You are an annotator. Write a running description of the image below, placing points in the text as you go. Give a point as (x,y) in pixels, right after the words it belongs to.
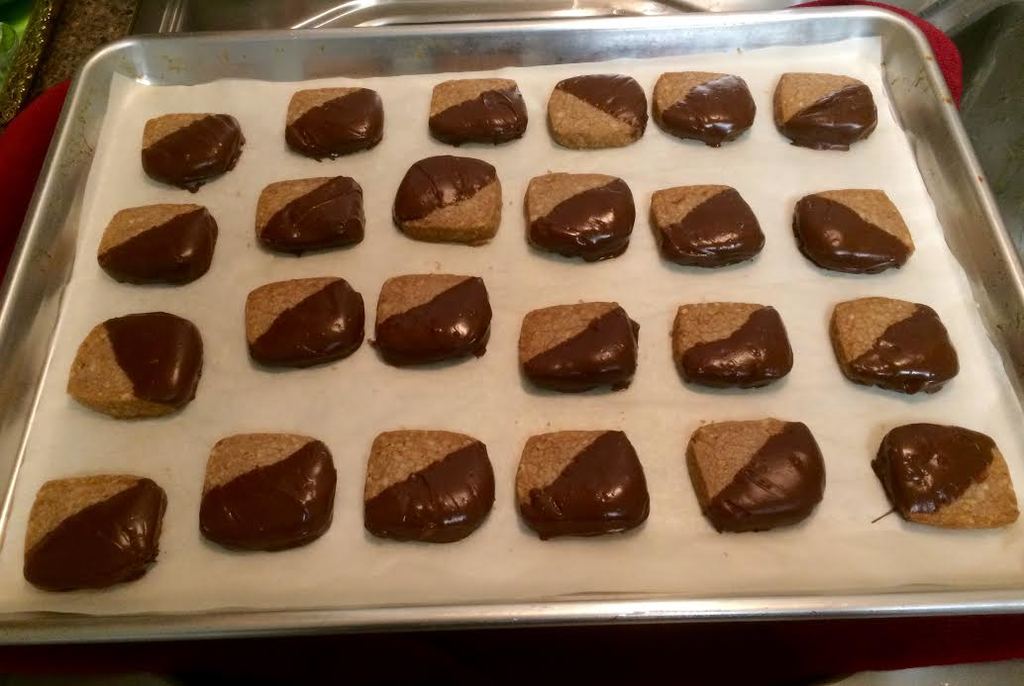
In this image in the center (374,327) there is one plate (938,79), in that plate (890,300) there are some cookies (915,483) and a paper (87,465) and in the background (54,84) there are some other objects (635,5).
